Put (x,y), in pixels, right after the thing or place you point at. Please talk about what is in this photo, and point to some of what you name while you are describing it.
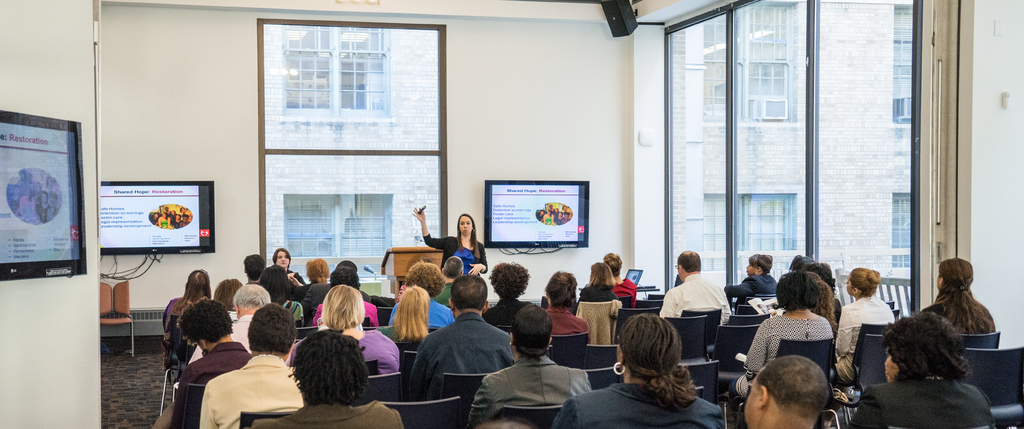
In the center of the image (448,244) we can see the podium (412,258) and a lady (460,237) is standing and holding an object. At the bottom of the image (510,364) we can see some people (454,328) are sitting on the chairs (721,366). In the background of the image (775,233) we can see the screens (68,255) on the wall (127,99), glass doors (727,199), chair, cables (111,276). Through the glass doors (705,173) we can see a building (850,161), windows (897,204). In the bottom left corner (117,371) we can see the floor (135,417). At the top (622,10) we can see a speaker (617,25).
